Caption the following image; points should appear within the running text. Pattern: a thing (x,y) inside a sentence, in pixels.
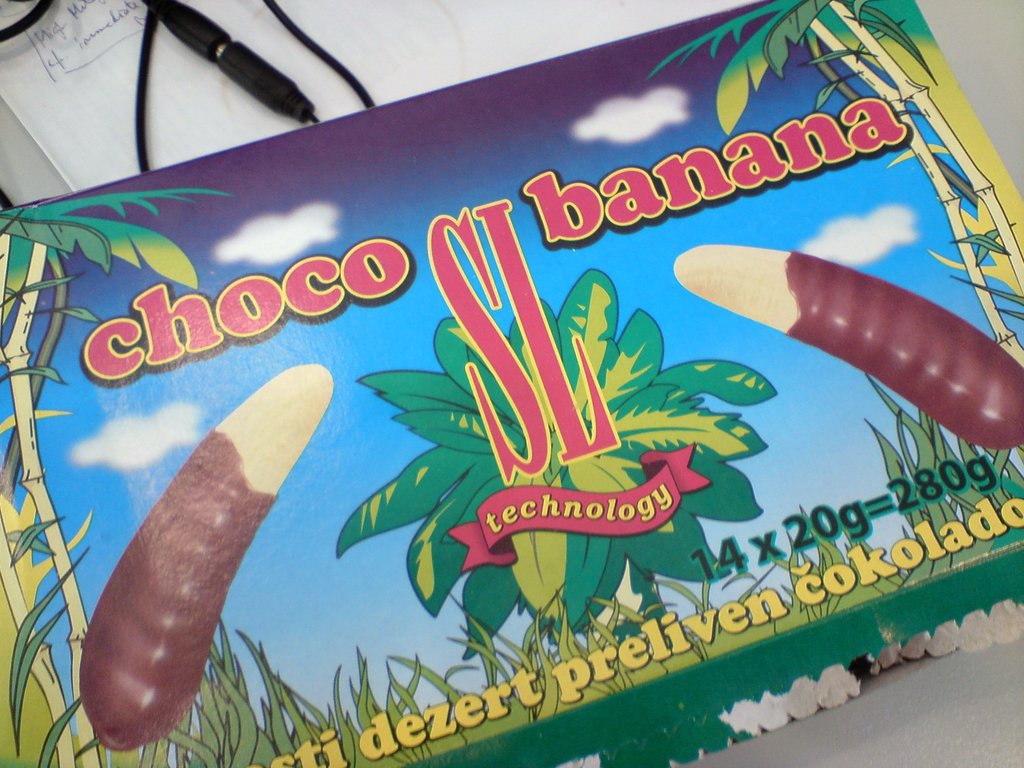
In this image, we can see a card (606,465) with text (1016,524) and some figures (730,432). At the top of the image (110,28), we can see a cable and text (119,17) on the white surface (129,94).
